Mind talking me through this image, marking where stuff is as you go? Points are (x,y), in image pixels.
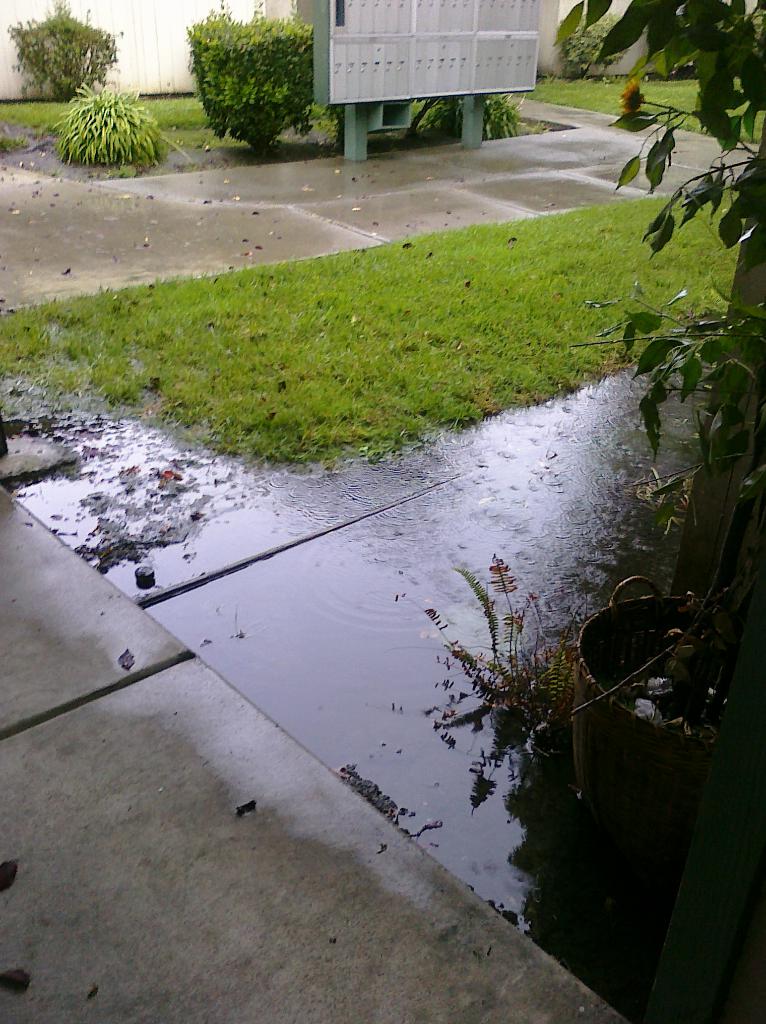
In this image there is water stagnation (327,632) on the floor (144,664), beside the water (271,607), there is grass (337,348) on the surface (283,357) and there are a few plants (122,150) and there is a cluster (398,90) of mailboxes (462,53).
